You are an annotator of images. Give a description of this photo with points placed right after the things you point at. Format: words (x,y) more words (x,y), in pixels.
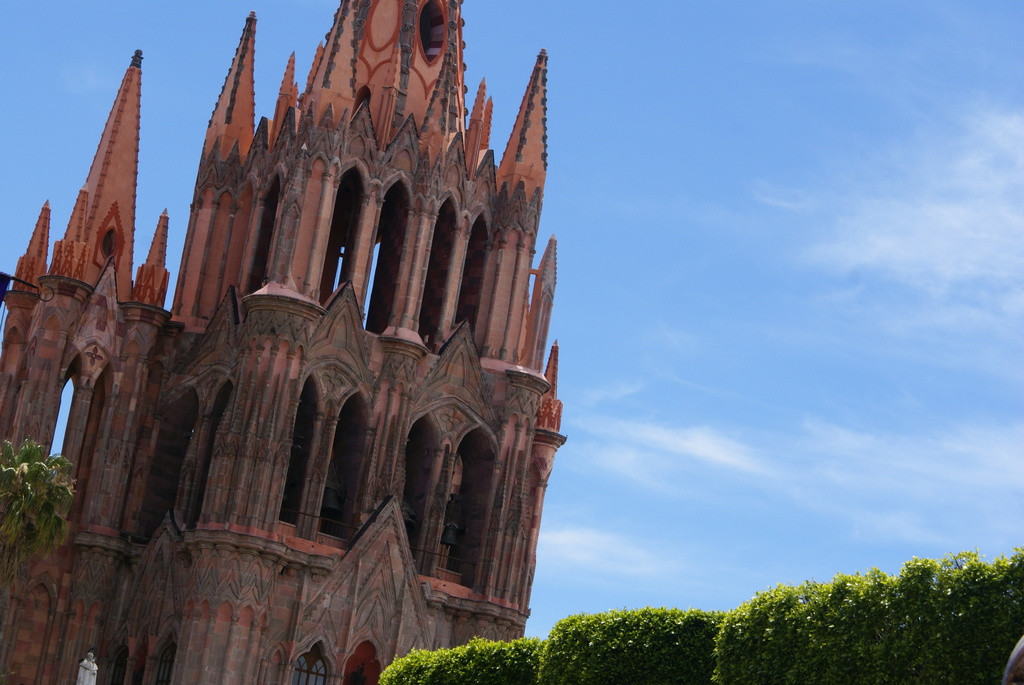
In this picture I can observe a building (249,248) on the left side (336,434). On the right side (793,671) there are some plants (781,656). In the background (675,225) I can observe sky (659,309) and some clouds (655,448) in the sky (706,334).
